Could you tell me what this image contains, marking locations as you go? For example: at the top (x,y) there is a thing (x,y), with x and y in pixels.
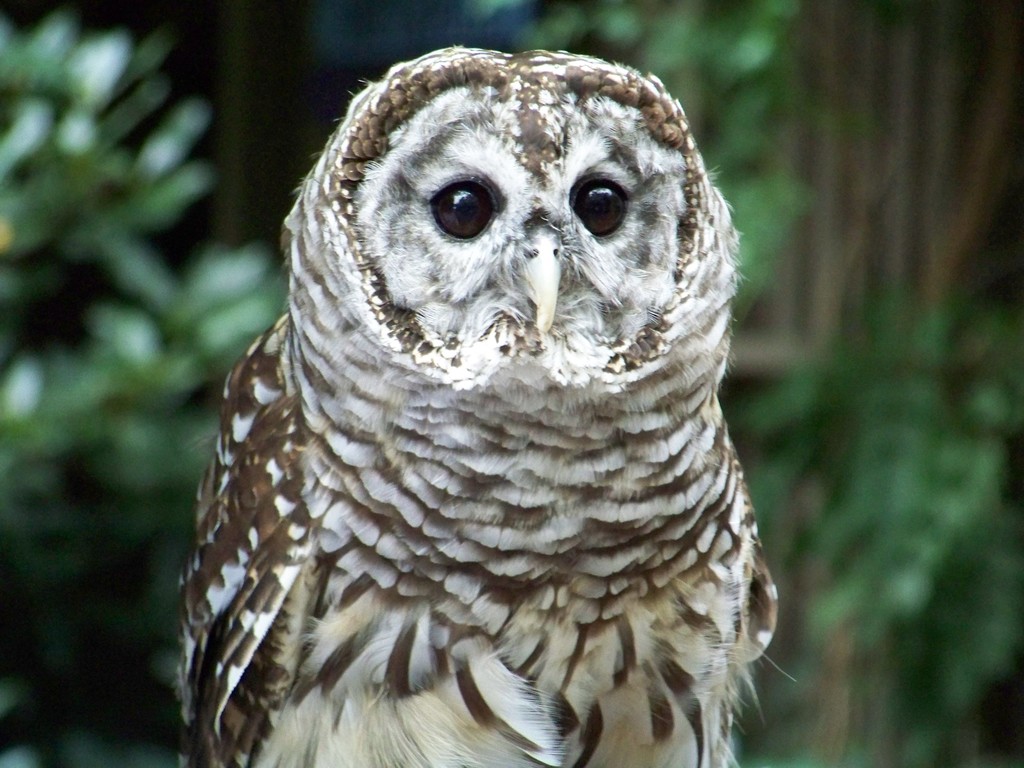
In this image we can see an owl (515,495). There are many trees (788,49) in the image as the background (917,509).
